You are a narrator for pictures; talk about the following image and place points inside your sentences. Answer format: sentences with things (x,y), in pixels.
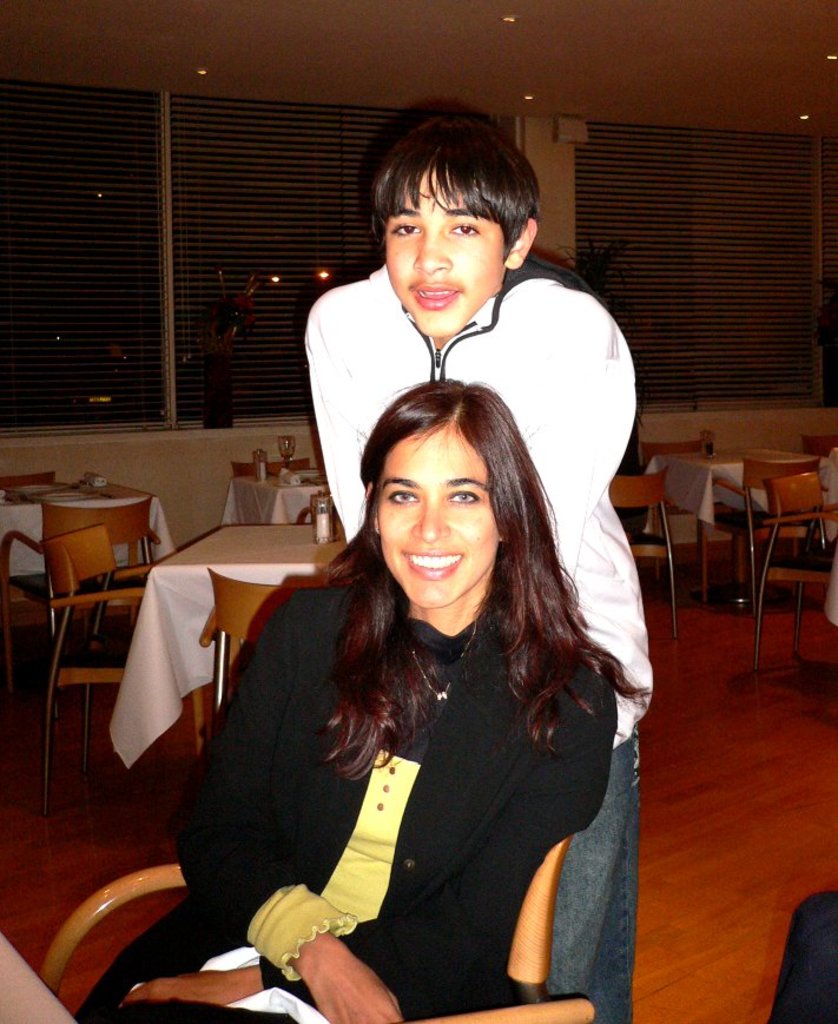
As we can see in the image there are windows (647,194), chairs (142,506) and tables (277,545) and two people (463,525) over here.
